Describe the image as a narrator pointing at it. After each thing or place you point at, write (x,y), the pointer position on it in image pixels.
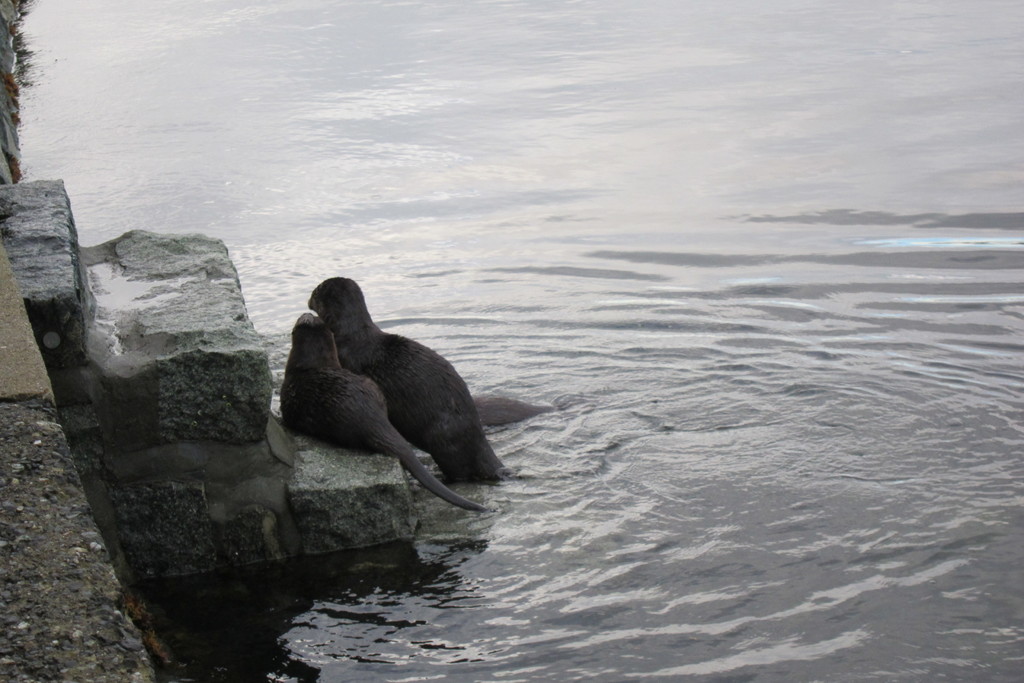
In this image I can see an otter (392,399) and an animal (440,412). I can also see few stairs (299,489) and water (637,374).
